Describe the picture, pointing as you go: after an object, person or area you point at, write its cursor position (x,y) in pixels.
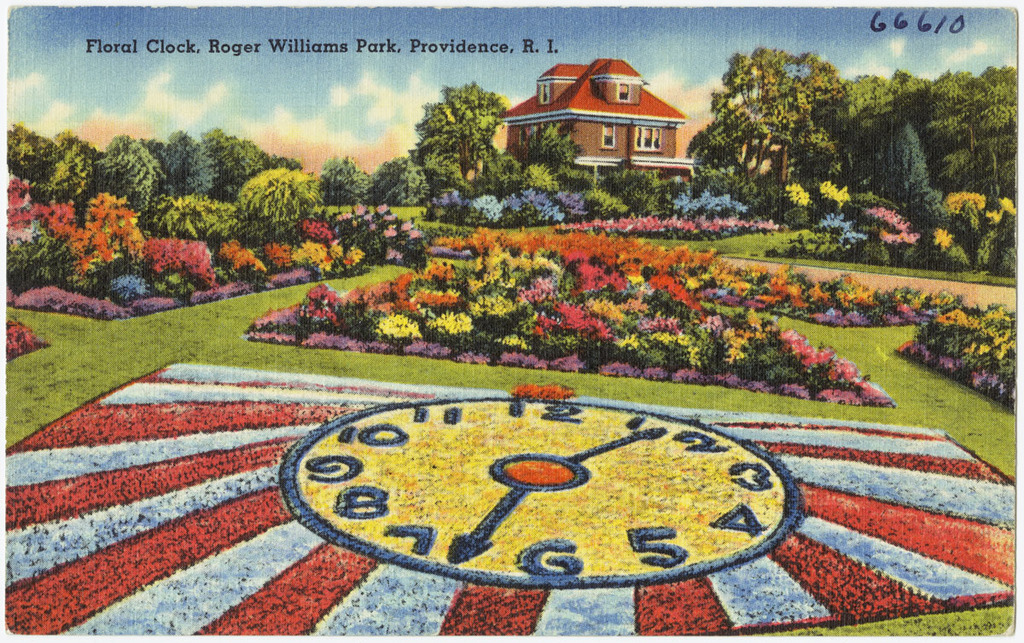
This image is taken for a poster. It is an edited image. At the bottom of the image (813,511) there is a ground (816,417) with grass (188,332), plants (316,324) and trees (266,227) and there are many flowers (506,258) on the plants (623,295). There is a clock (289,506) on the ground (596,517) decorated with flowers (529,506). In the middle of the image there is a house (600,161). At the top of the image (603,46) there is a sky (585,25) with clouds (173,109).
